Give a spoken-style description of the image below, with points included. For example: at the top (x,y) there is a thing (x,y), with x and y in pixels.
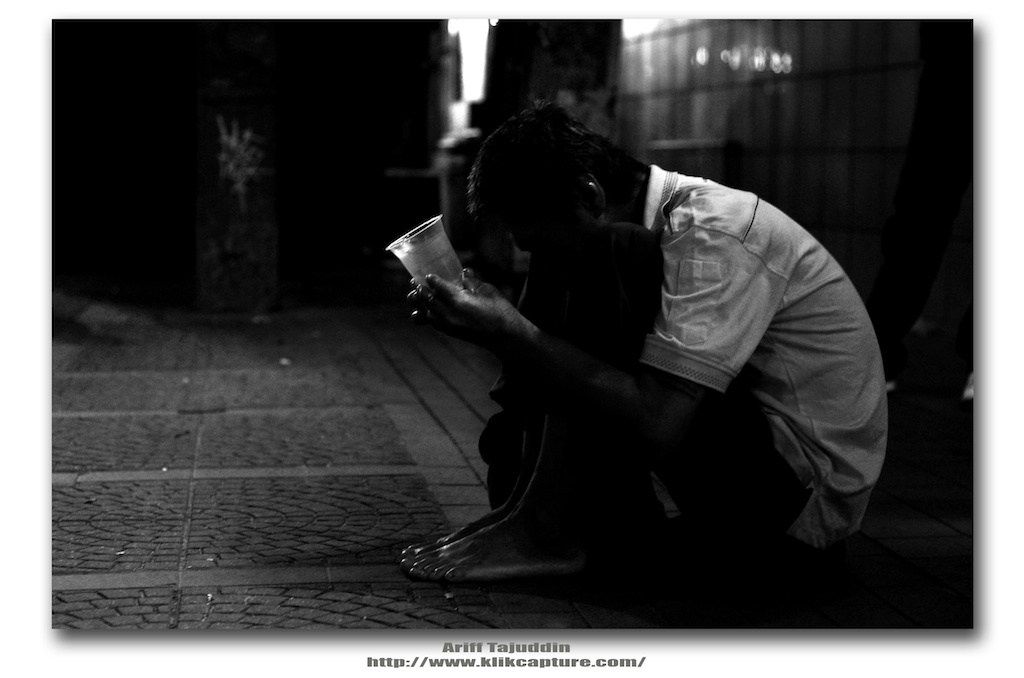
In this image I can see a person (576,326) sitting on the floor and holding glass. Background (302,134) is in black color. The image is in black and white.
